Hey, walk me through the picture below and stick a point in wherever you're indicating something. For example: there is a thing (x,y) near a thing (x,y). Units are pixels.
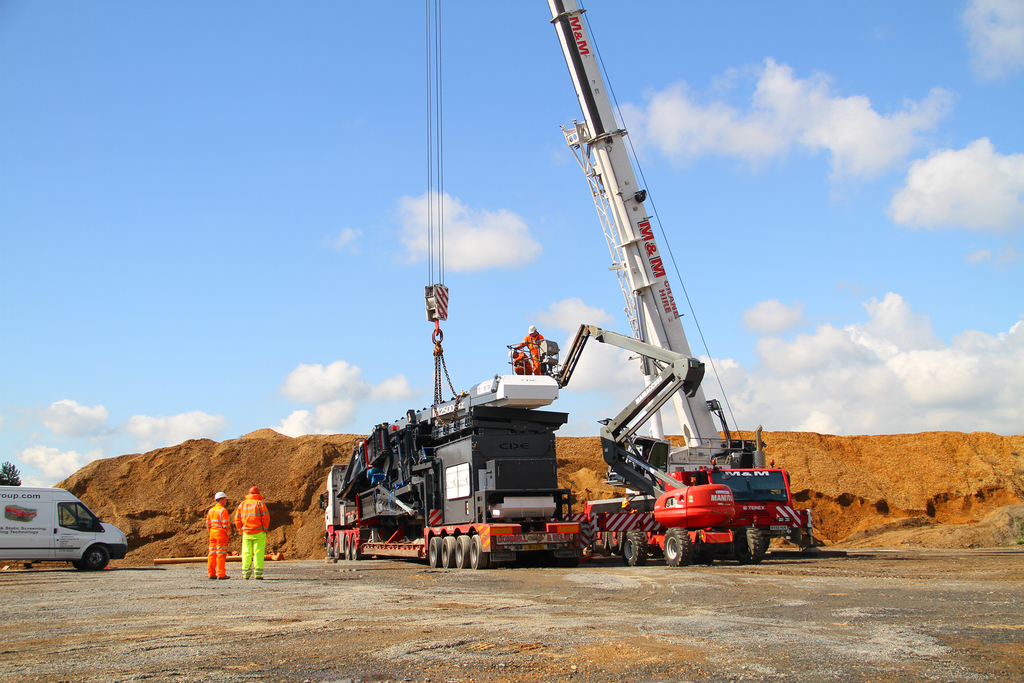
In this image we can see a few people (248,496), there are some vehicles (459,537), crane (614,516), ropes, chain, there is a tree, also we can see clouds (753,368), and the sky (68,435).
